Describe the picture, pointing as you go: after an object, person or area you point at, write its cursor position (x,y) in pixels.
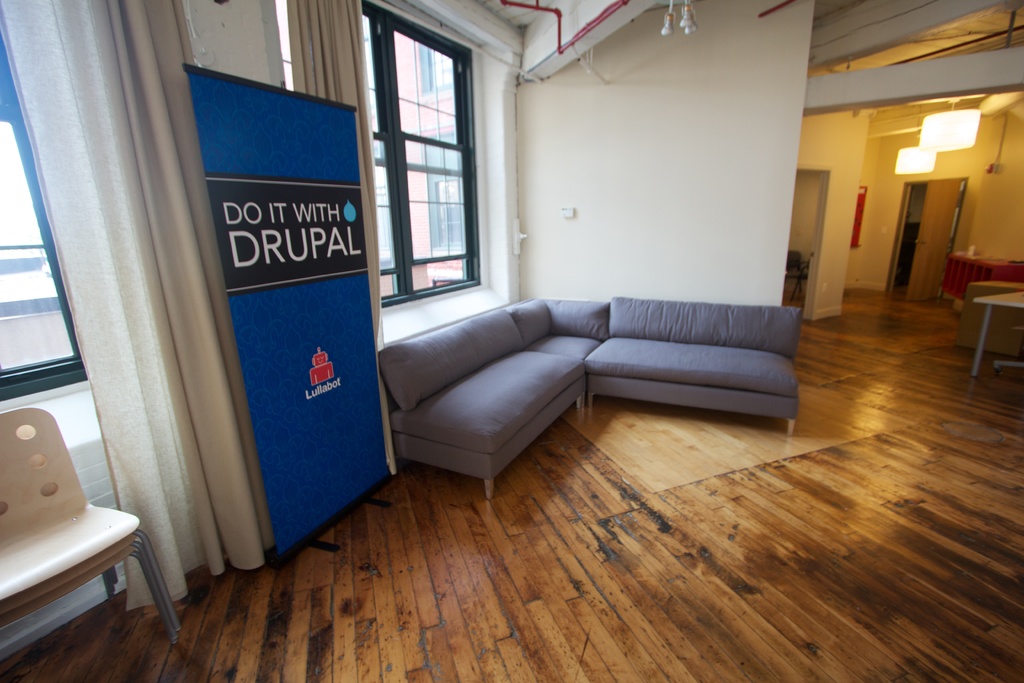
In this image I can see few chairs (17,607), sofas (479,407) and a table (1023,299). In the background (938,114) I can see few lights (959,122), one more chair (799,262) and a door (933,208). Here I can see curtains (330,62) and a banner (251,364).
